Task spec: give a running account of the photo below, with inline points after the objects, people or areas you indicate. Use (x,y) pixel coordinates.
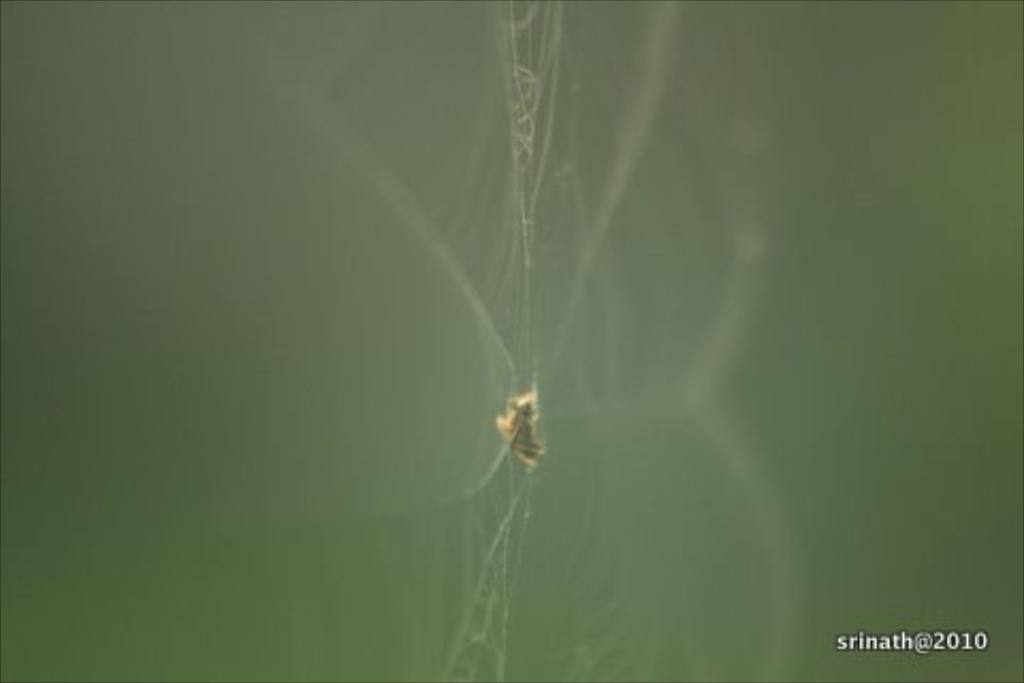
In this image I can see a spider web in the centre (523,420) and on the bottom right side of this image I can see a watermark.
